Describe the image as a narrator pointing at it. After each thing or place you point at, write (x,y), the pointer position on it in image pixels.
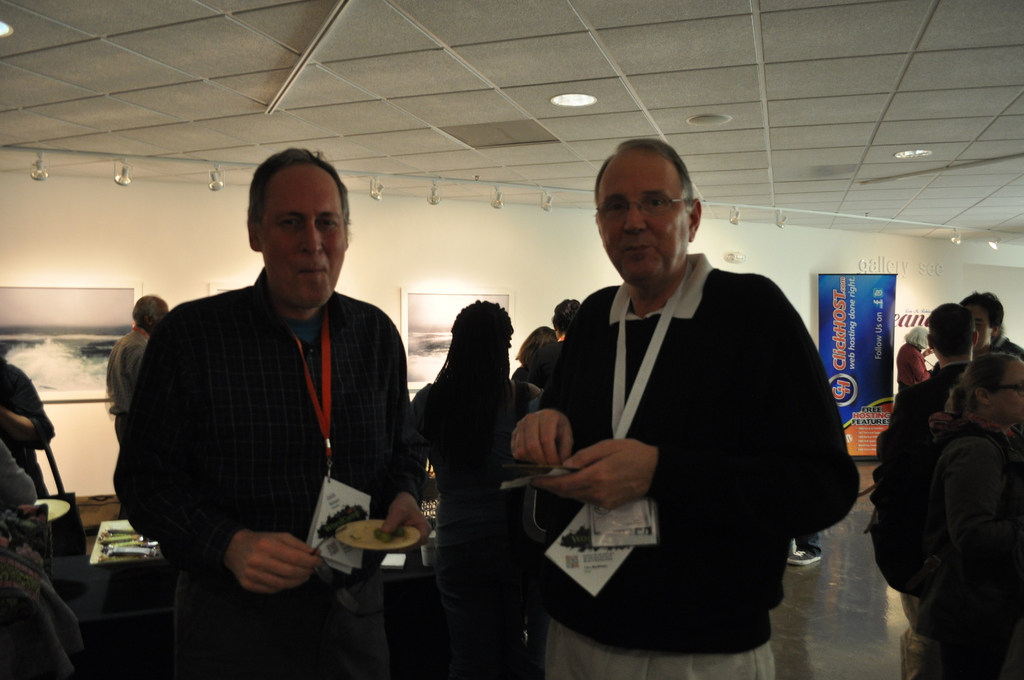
In this picture we can see two men (367,409) standing and smiling and at the back of them we can see a group of people (949,389), banner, frames (441,312) on the wall (518,314).
